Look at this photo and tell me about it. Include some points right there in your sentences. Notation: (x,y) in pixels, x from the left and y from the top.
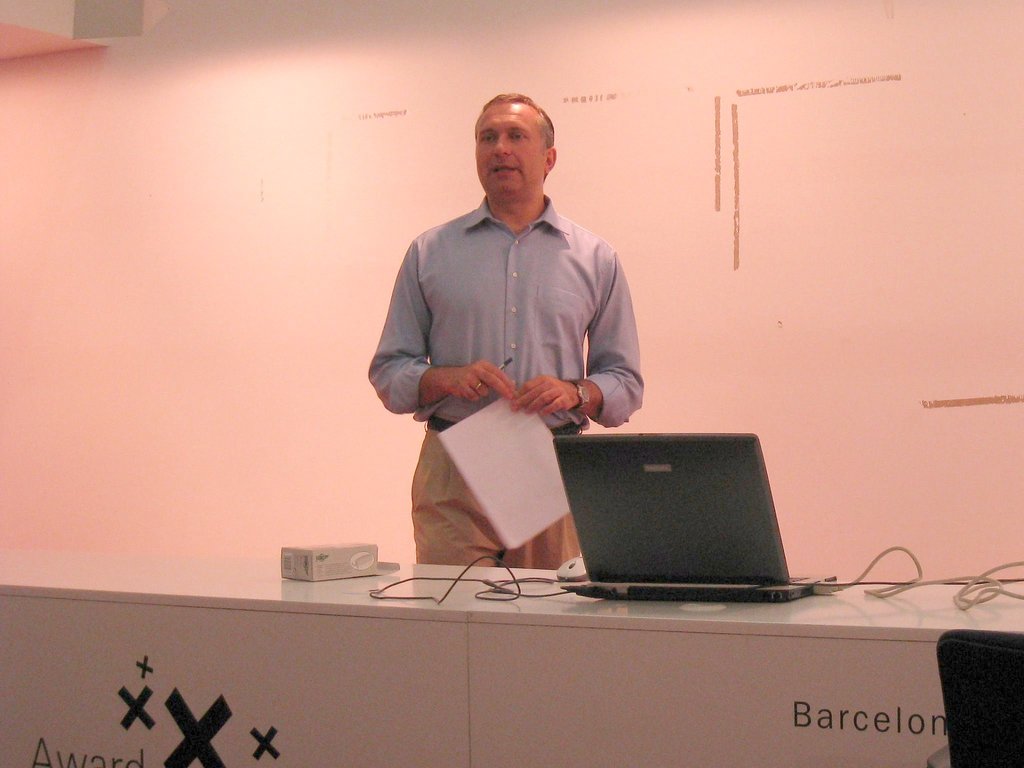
In this image we can see a man (522,359) holding the paper (514,417) and also the pen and standing. We can also see the table (618,626) and on the table (450,612) we can see a box (347,563), laptop (621,564), mouse (581,559) and also the wires (961,599). In the background (311,324) we can see the wall (720,251).
